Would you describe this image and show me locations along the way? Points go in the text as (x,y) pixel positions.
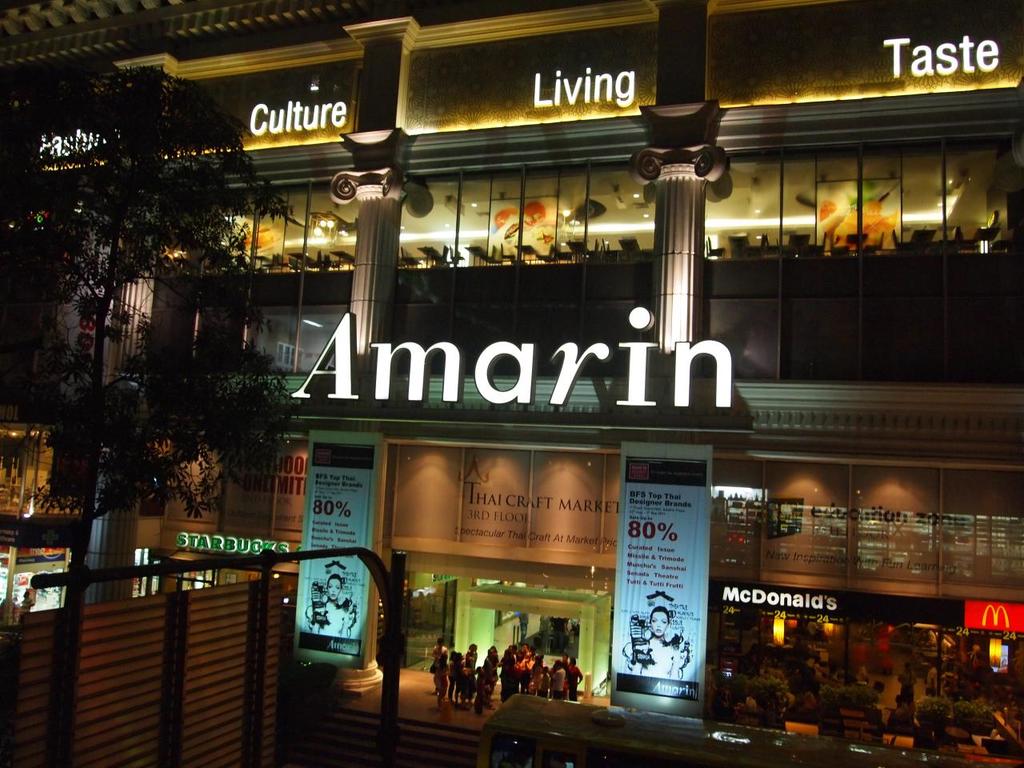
In this picture we can see a building (562,419) on the right side (720,630), there are some people (482,695) standing at the bottom (525,653), we can see hoardings (516,509) in the middle (362,459), on the left side (200,391) there is a trees (215,407), we can see glasses (518,227) of the building (602,314), from the glass (738,214) we can see some chairs (887,238), at the right bottom (937,712) there are some plants (785,685).
